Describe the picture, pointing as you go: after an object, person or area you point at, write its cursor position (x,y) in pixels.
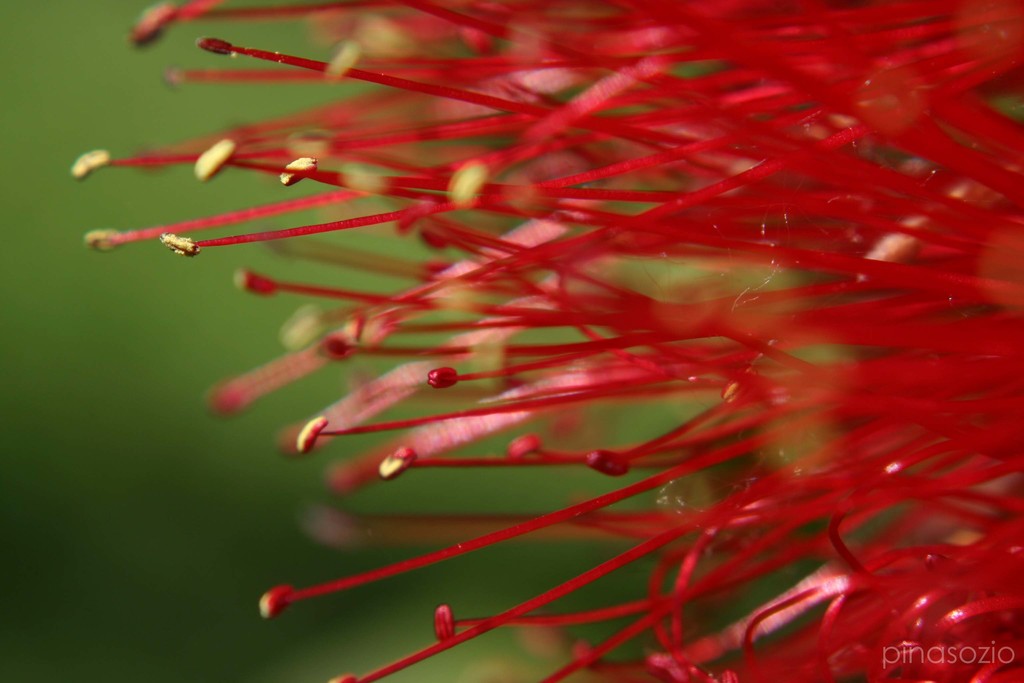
There are red color stamens (615,311). In the background (117,363) it is green and blurred. On the right corner (947,646) there is a watermark (921,650).
